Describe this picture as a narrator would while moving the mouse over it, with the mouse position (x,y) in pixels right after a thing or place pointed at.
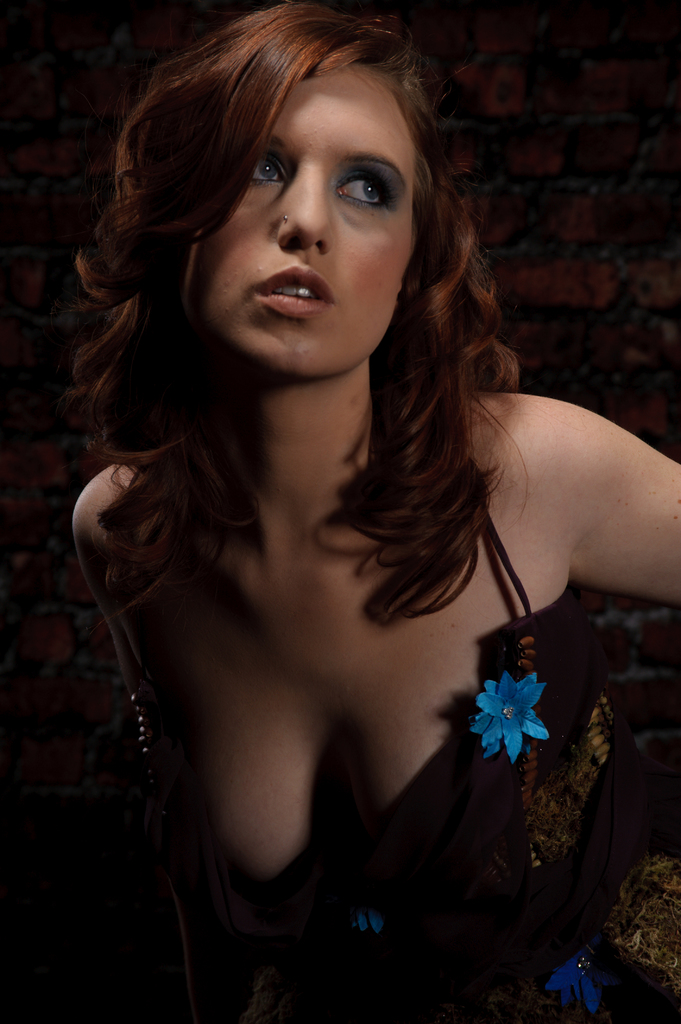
In this image, we can see a lady (433,552). In the background (530,354), we can see the brick wall (655,286).
